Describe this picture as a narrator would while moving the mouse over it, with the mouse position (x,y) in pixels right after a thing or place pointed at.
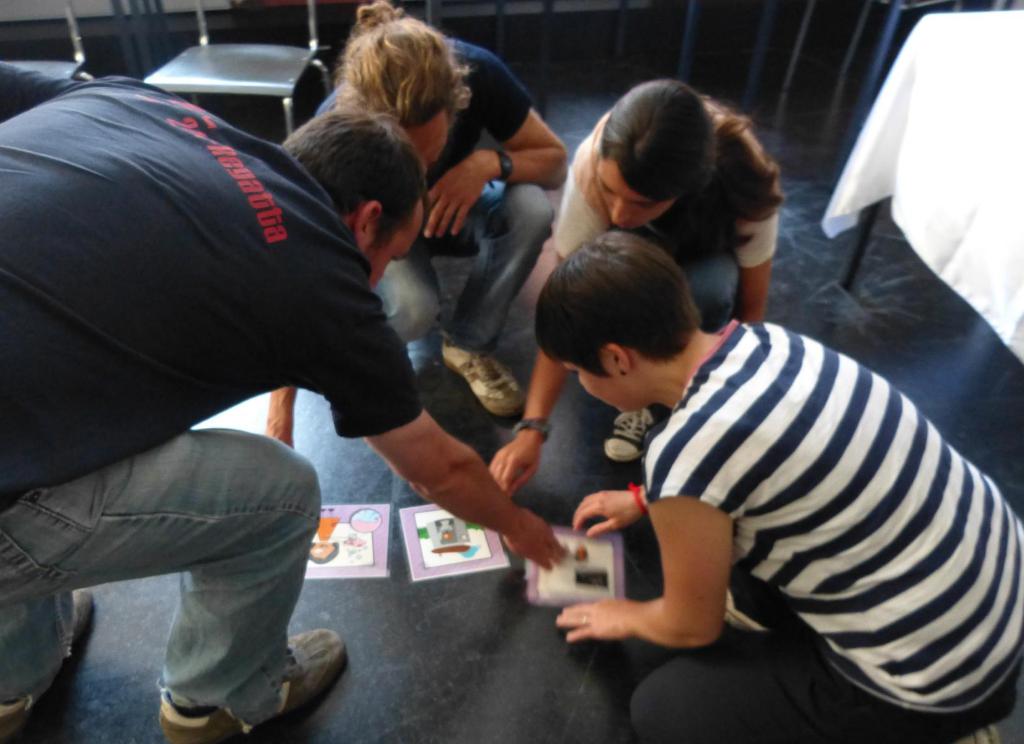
In this image I can see four persons (662,397) and I can also see few papers (365,547) on the floor (393,564). In the background (996,182) I can see few chairs (71,14) and the table (873,101).
